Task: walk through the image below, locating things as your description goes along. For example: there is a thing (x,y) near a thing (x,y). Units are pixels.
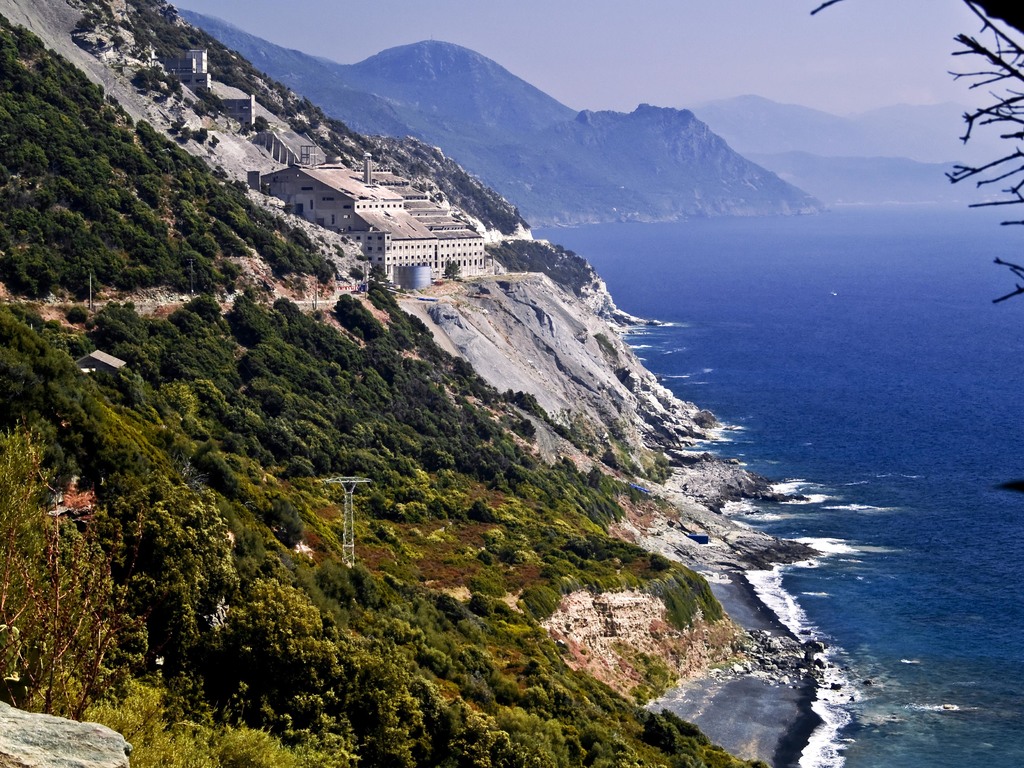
This image is clicked near the ocean (752,314). On the left (155,478), there is a mountain (386,503) covered with plants (137,399) and trees (218,224). In the middle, there is a building (319,180). In the background (923,143), we can see the mountains (358,101). At the top (568,38), there is sky (551,38).
